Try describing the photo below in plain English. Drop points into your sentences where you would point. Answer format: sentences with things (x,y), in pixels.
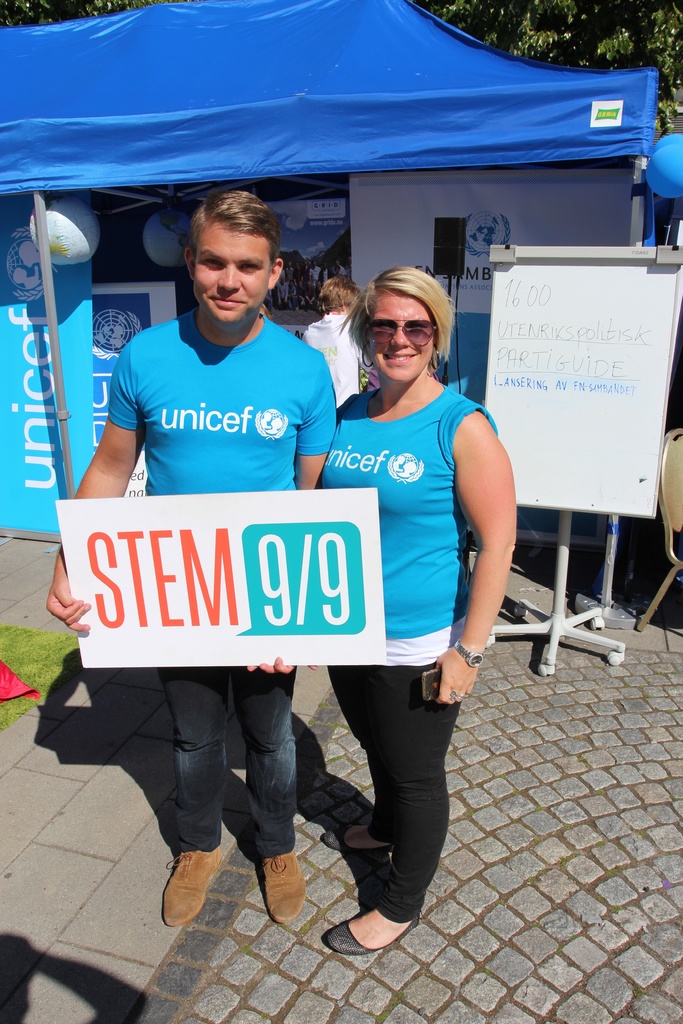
In this image there is a man (240,417) and a woman (368,417) standing with a smile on their face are holding a placard (202,519) in their hand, behind them there is a board (547,316), behind the board (560,466) there is a tent (415,168) and there is a person (336,335), behind the tent (292,78) there are trees (634,31).
